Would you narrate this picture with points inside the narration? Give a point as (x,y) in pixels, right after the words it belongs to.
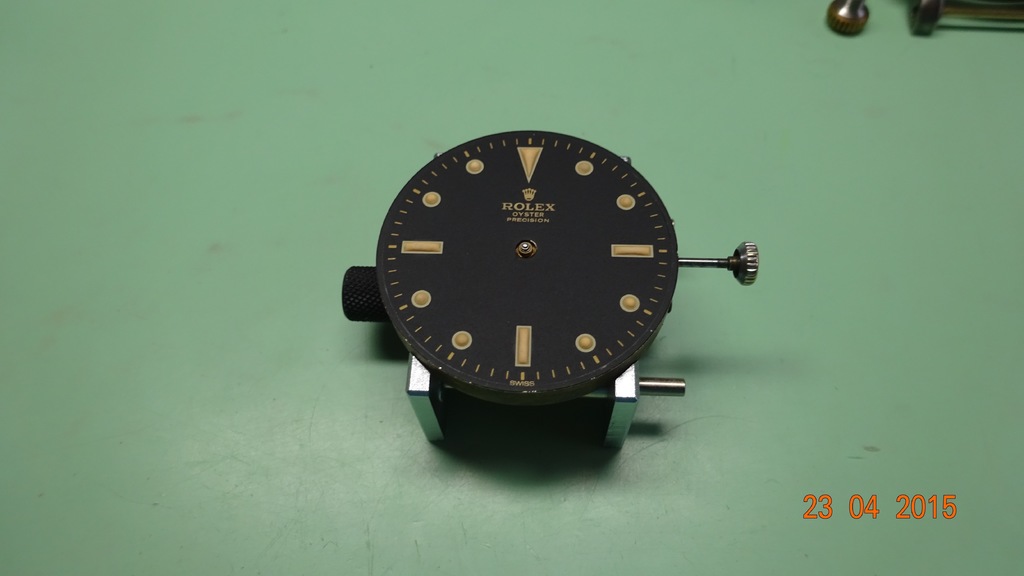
In this picture I can see an object (556,295) on a green color surface (745,290). Here I can see a watermark (876,505).
